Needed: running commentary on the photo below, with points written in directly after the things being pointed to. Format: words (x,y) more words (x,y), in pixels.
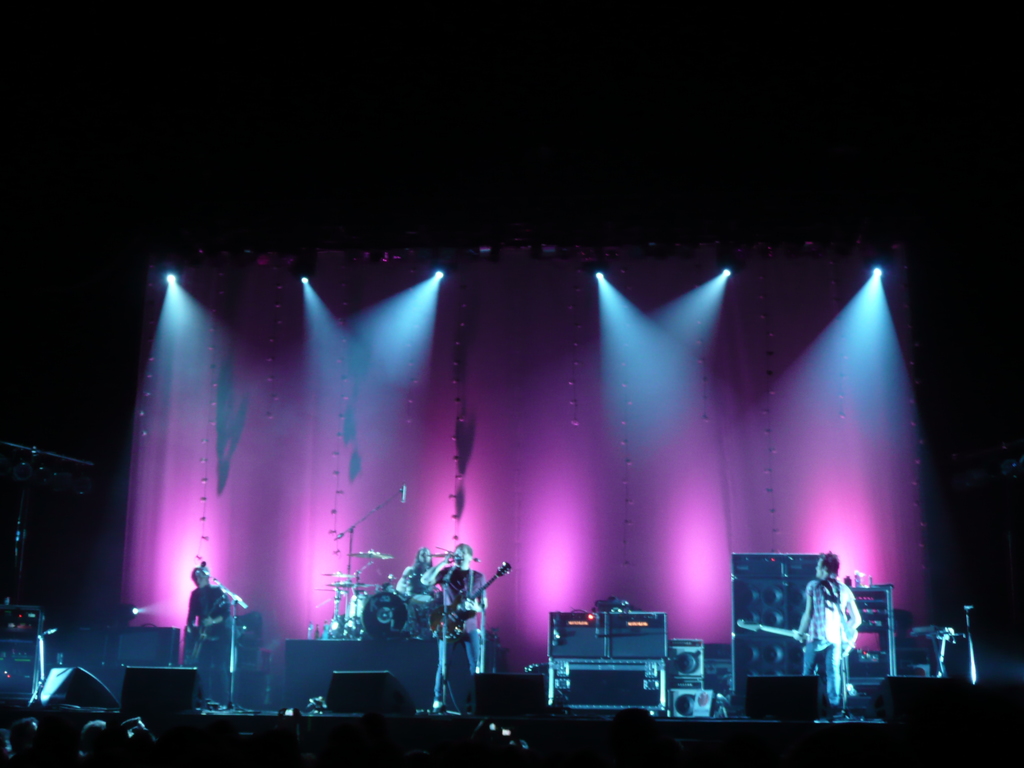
In this image we can see some people (416,562) holding some musical instruments (366,611). We can also see some speakers (665,640), table (404,656) and some lights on the stage (44,715).
